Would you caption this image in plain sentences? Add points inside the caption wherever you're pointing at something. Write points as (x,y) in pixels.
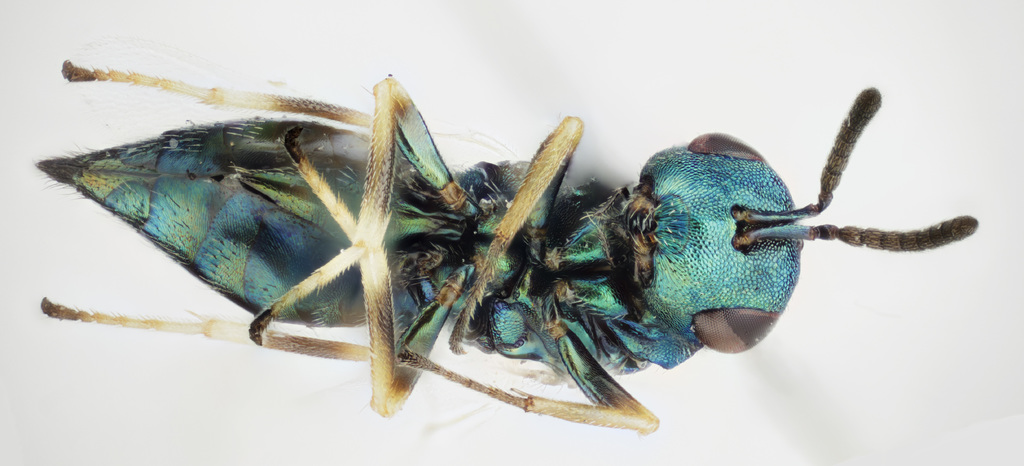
In the middle of the image (408,223) there is an insect (421,172) on the white surface (90,96).
